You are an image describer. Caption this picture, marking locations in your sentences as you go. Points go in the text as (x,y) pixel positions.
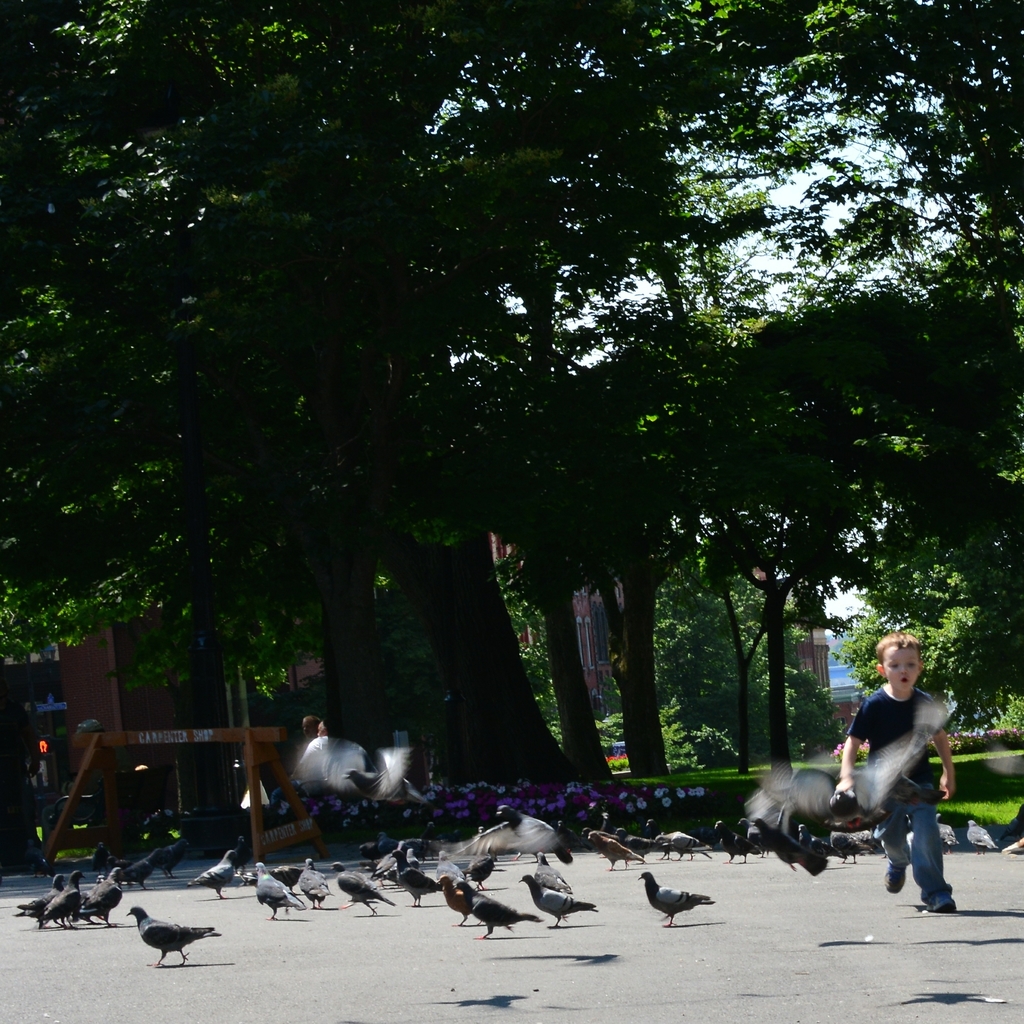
Bottom right side of the image (945,895) a boy (844,764) is walking. Behind him there are some birds (942,837). Top of the image (991,6) there are some trees (440,524). Behind the trees (617,572) there are some buildings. Bottom left side of the image (255,819) there is a fencing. Behind the fencing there are some flowers (456,796).
